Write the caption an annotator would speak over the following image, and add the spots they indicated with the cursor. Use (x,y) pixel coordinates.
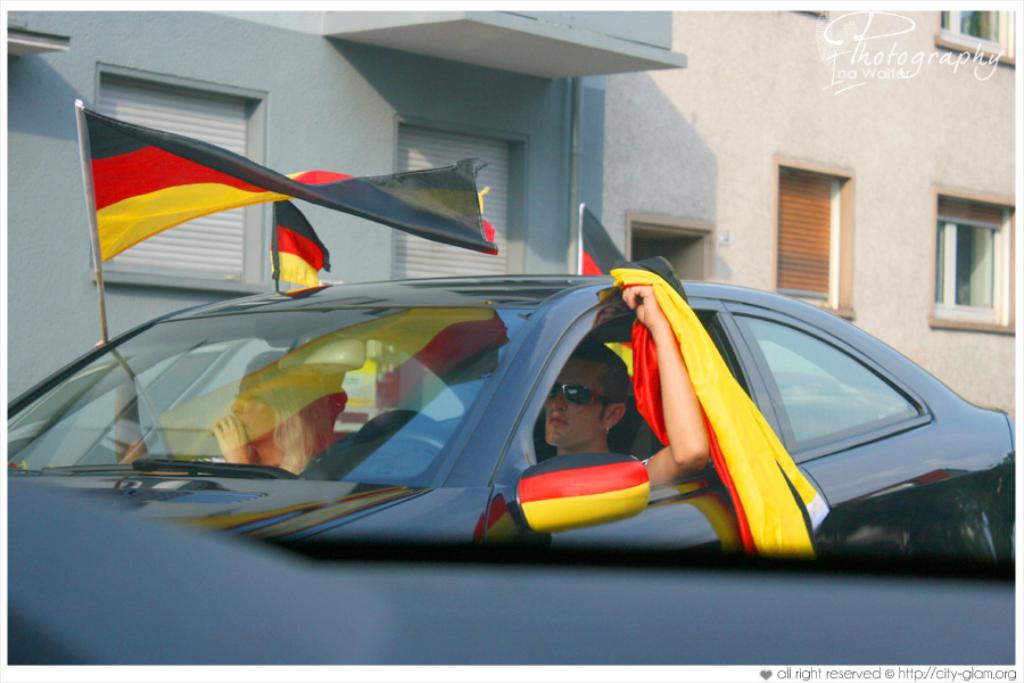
In this image we can see a man (562,444) and a woman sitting inside a car (520,463) holding the flags (663,414). On the backside (676,64) we can see a building (672,105) with windows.
